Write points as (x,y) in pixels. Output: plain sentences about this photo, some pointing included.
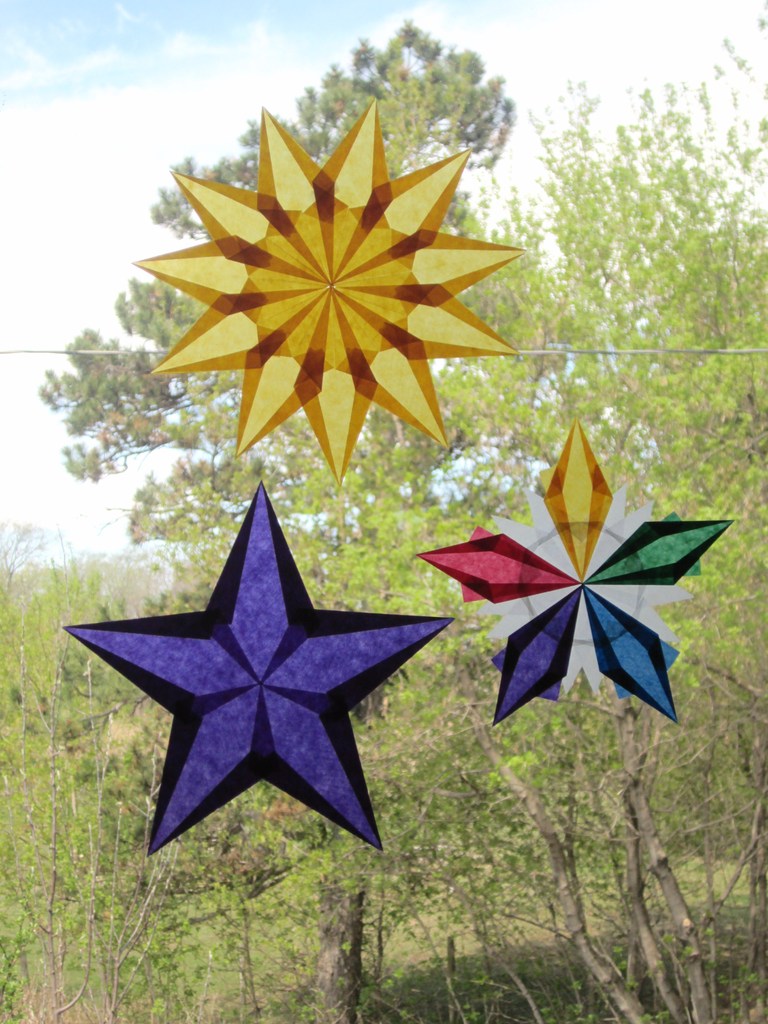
In this image I can see three stickers (291,621) to the glass (301,556). These stickers (279,605) are colorful. In the background (432,666) I can see many trees (378,423), clouds (217,129) and the sky (165,88).
